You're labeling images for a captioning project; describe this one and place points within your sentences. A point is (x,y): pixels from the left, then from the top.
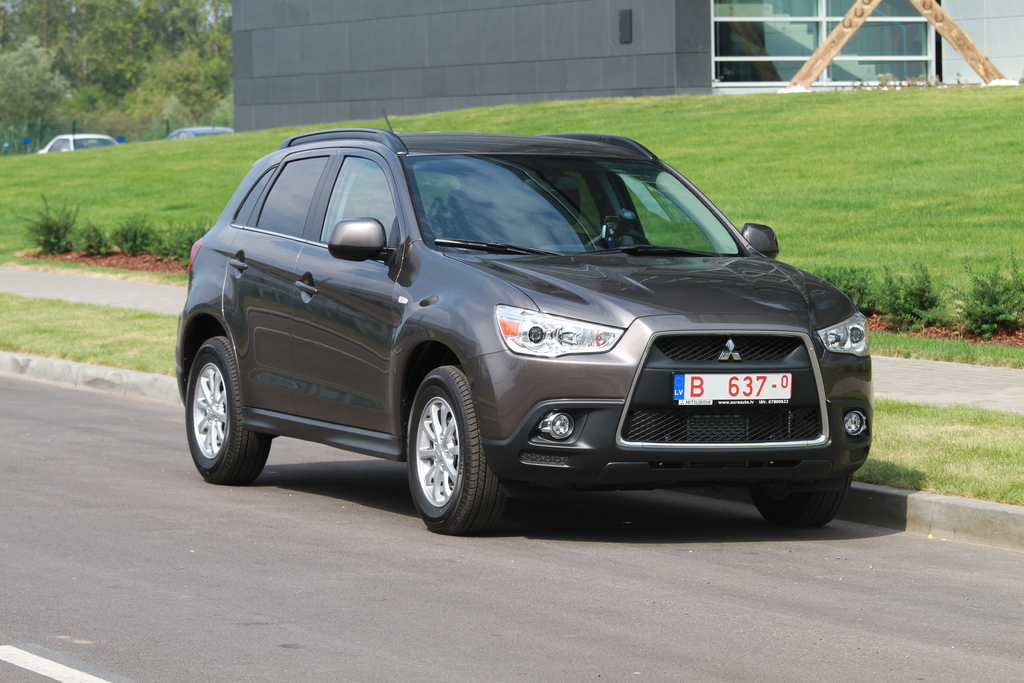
In this picture we can see a brown car (311,138) parked on the side of the road (539,555). Behind the car (245,235) we have greenery (741,159) and a house (545,39) made of glass (759,54) and walls (517,73). At the corner we have 2 more cars (106,144) parked on the road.
